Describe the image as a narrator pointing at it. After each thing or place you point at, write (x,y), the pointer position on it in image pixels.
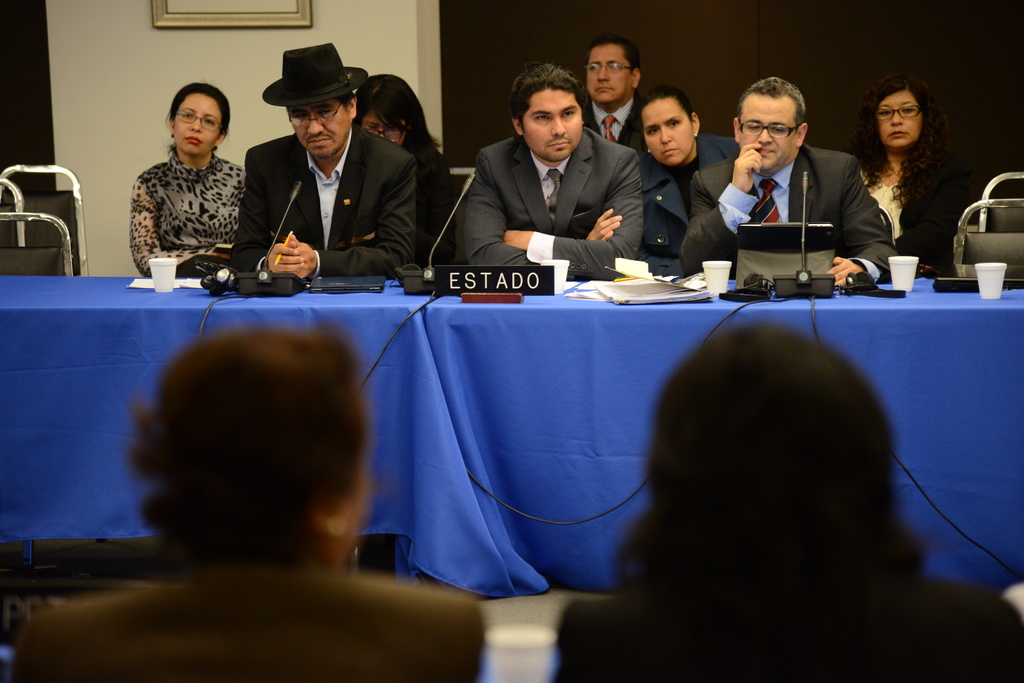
In this image I can see two persons (280,586) and number of persons (354,184) are sitting in front of a desk (508,370) on which I can see a blue colored cloth (504,404), few microphones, few cups (893,282), a laptop (771,251) and few other objects (536,283). In the background (105,93) I can see the cream colored wall (143,96), a frame (274,6) attached to the wall (241,34) and the black colored surface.
